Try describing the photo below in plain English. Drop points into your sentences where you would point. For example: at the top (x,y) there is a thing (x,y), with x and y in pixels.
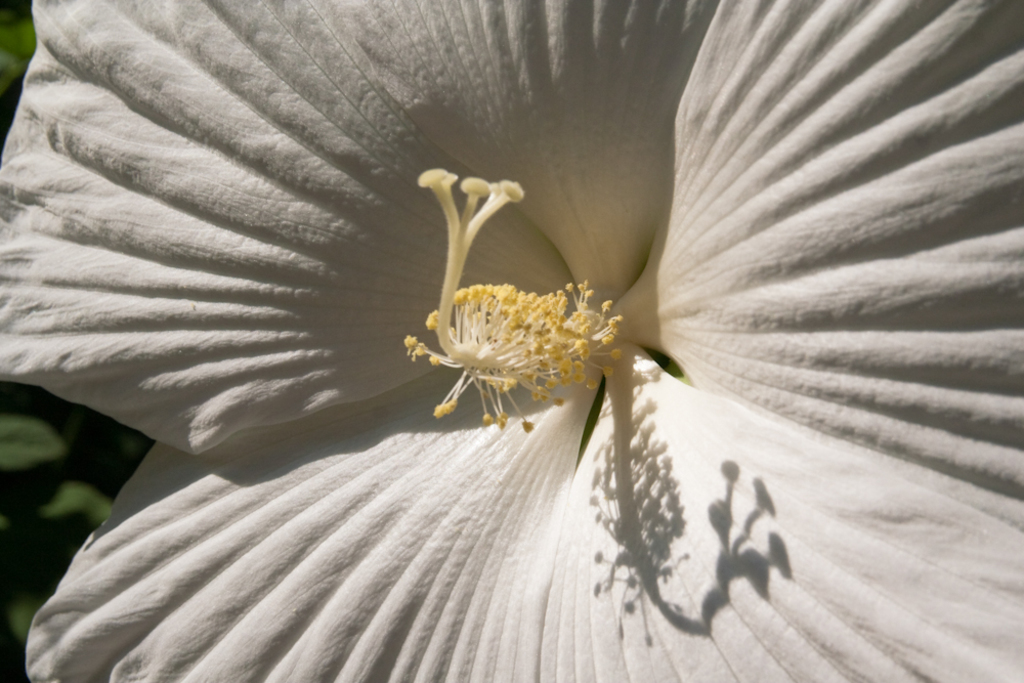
In this image we can see the close view of the white color flower (296,269). This part of the image blurred.
